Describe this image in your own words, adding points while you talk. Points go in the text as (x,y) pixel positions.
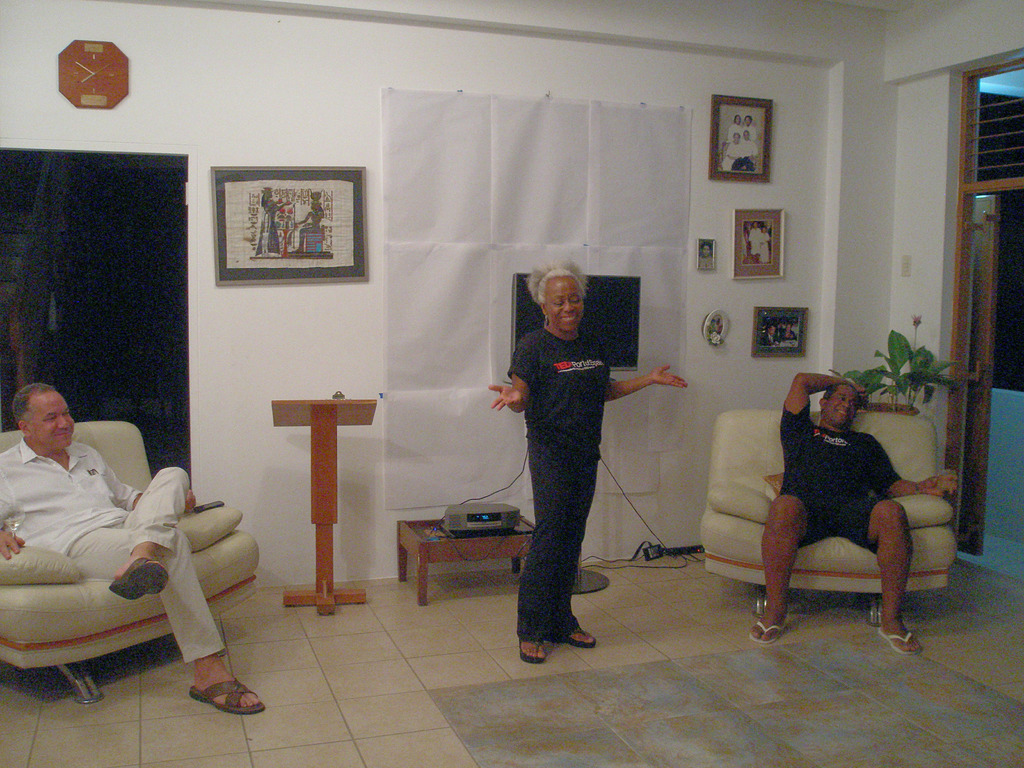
a person (563,438) is wearing a black t shirt (569,437) and a pant (566,502), standing in the center of the room (557,704). left and right to her there are 2 sofa chairs (757,505) on which 2 people (799,460) are sitting. behind her there is white wall (478,53) on which there are photo frames (747,163), a clock (96,89) on the left (92,58) and a television (611,298) in the center (608,315). at the right (959,222) there is a door (974,392) and a plant (898,376).
